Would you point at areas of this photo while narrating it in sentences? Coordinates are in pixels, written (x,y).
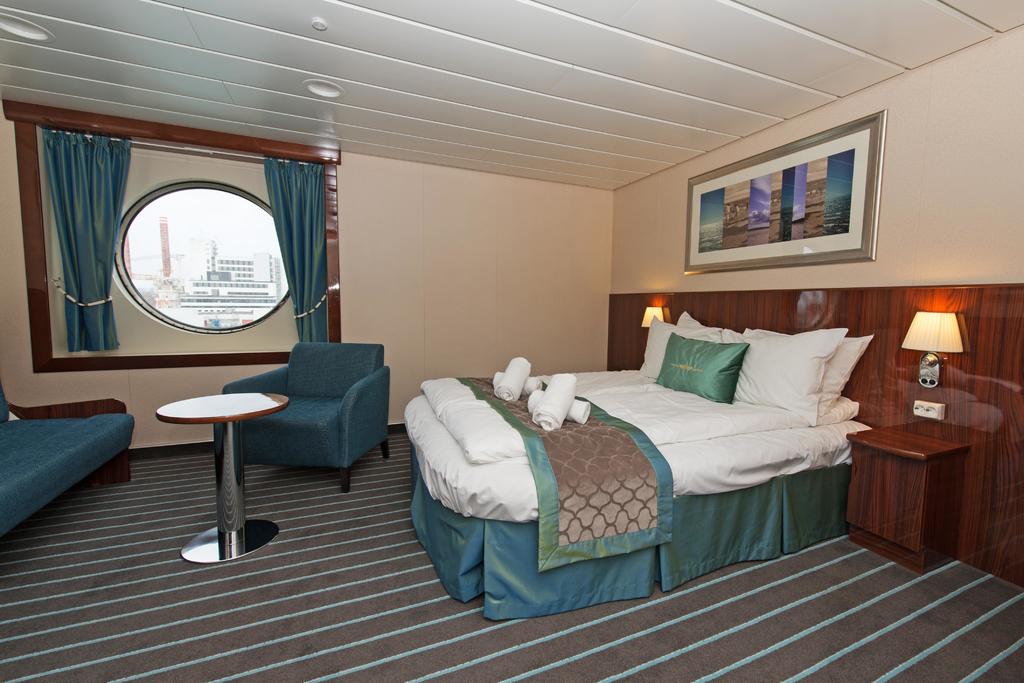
This is a room (289,367). In this room (154,402) there are sofa (100,404), chair (310,396), table (224,410), bed (598,443), blankets (664,447), pillows (712,376). Near the bed (766,447) there is a small table (887,458). There are table lamps (916,319) on the wall (933,193). In the right side of the wall (946,187) there is a painting (809,227). There is a window (173,254) with curtains (301,266).
